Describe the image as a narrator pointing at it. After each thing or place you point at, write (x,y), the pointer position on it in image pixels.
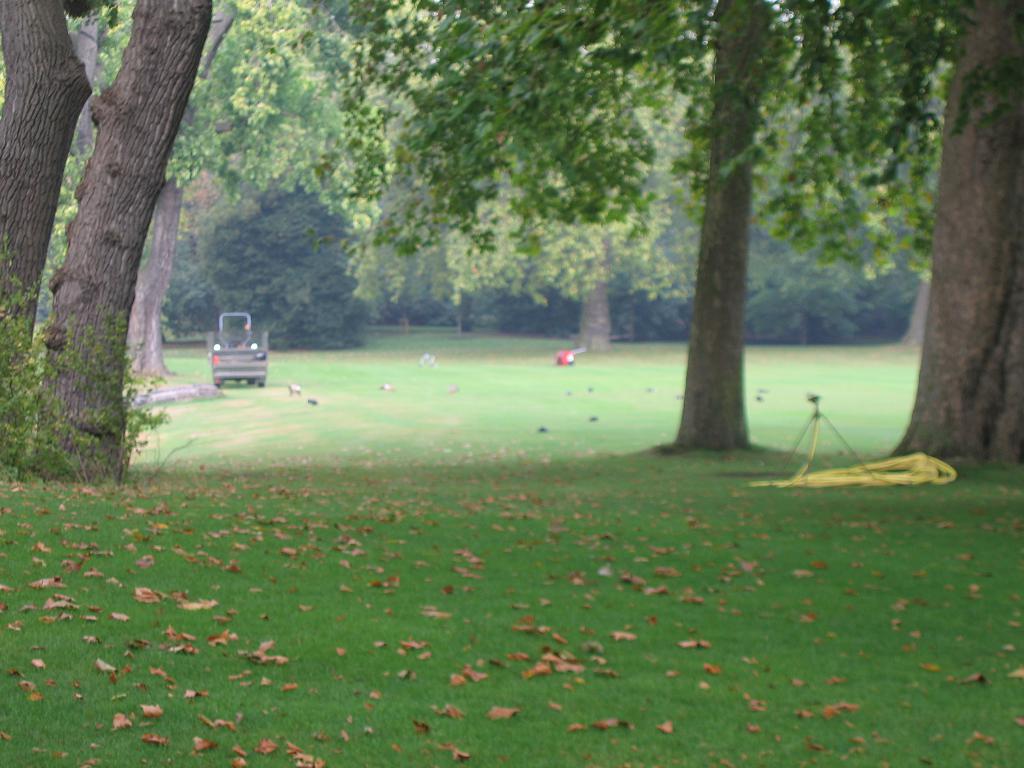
In this image, we can see the ground (425,515) covered with grass (514,580), dried leaves (511,656). We can also see a vehicle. We can see some trees (544,135). We can also see a red colored object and yellow colored object (809,447) on the ground (777,511).
